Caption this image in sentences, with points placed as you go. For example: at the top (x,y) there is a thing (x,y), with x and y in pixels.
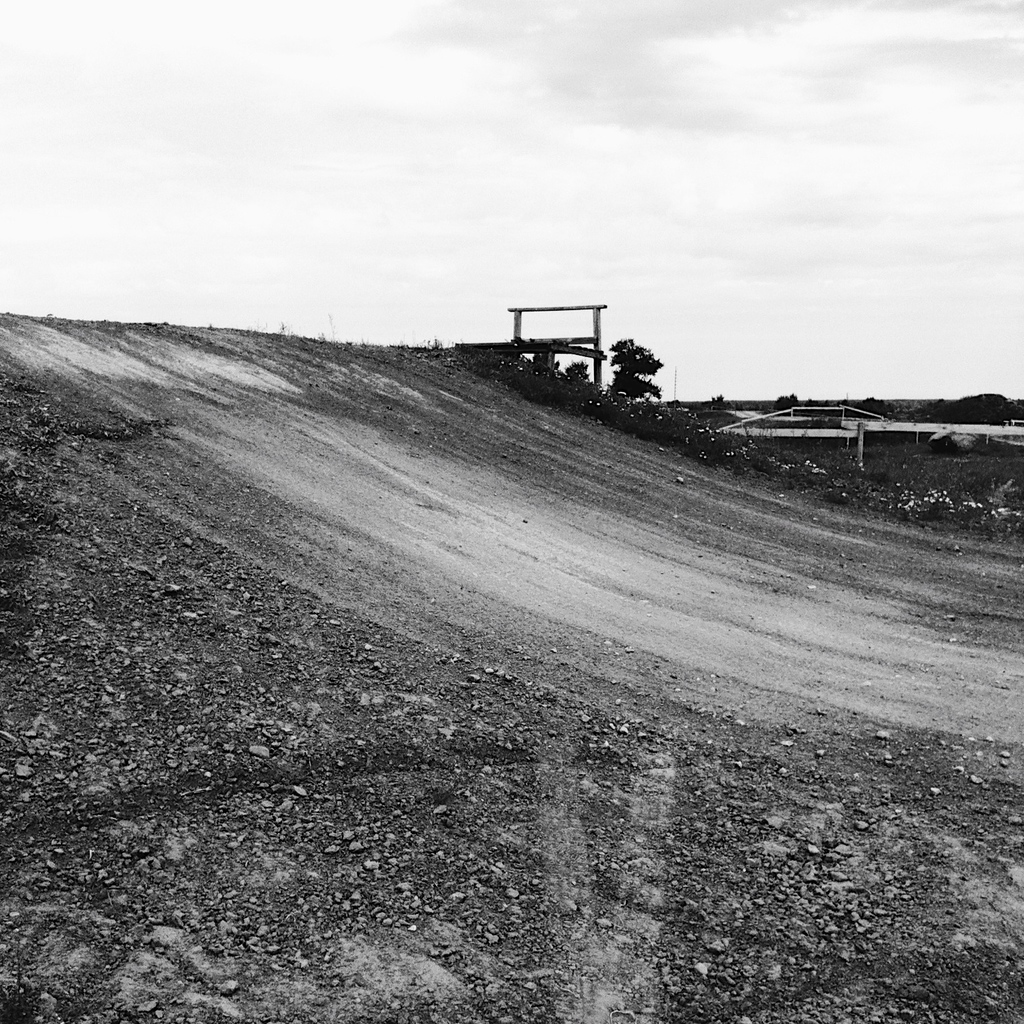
In this picture we can see ground (599,782), trees (866,402), and objects (520,337). In the background (623,249) there is sky (758,184) with clouds (914,228).
